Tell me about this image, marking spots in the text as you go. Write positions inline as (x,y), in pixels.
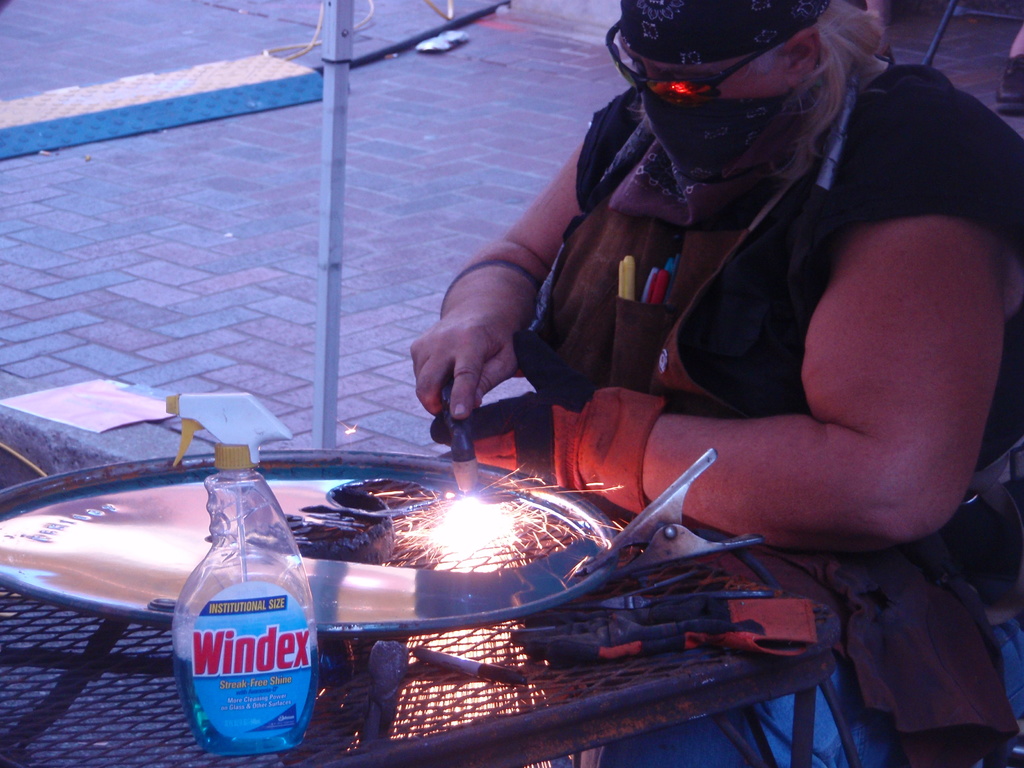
In this image there is a person (617,321) sitting and fixing a steel plate (601,536) and there is a clip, bottle (208,711) and a steel rod (343,305) near him.
